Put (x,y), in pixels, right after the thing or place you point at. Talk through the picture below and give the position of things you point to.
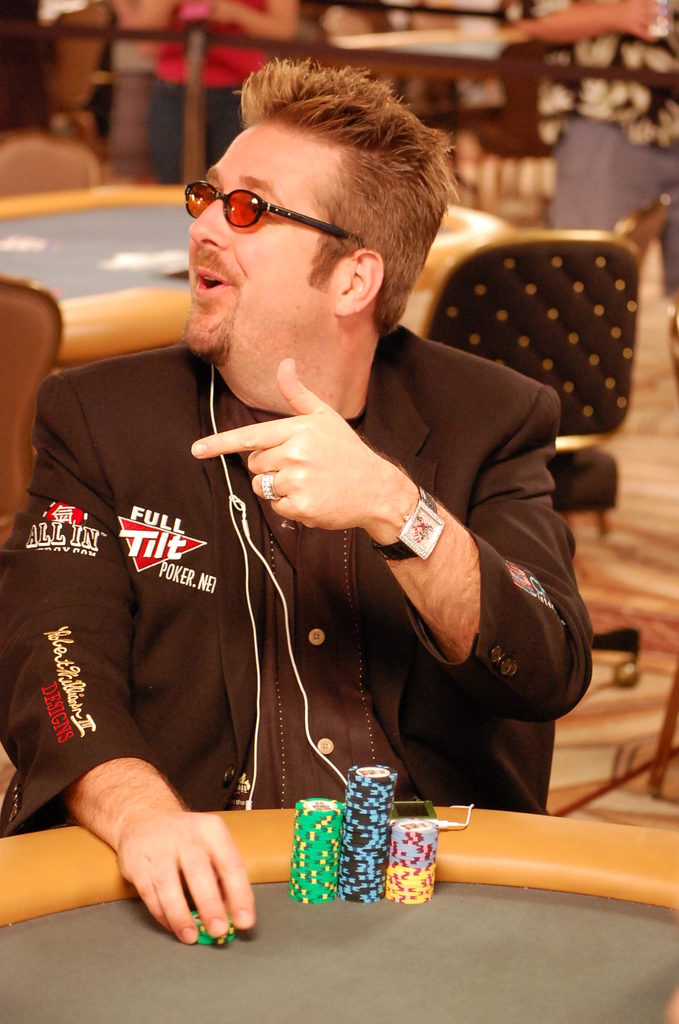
In this image, I can see a person (221,748) sitting and holding the casino coins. In front of the person (333,506), I can see the casino coins (330,878) on a table (149,952). In the background (107,254), there are chairs (563,299), two persons (264,35) standing, a table (109,215) and few other objects (516,174).
